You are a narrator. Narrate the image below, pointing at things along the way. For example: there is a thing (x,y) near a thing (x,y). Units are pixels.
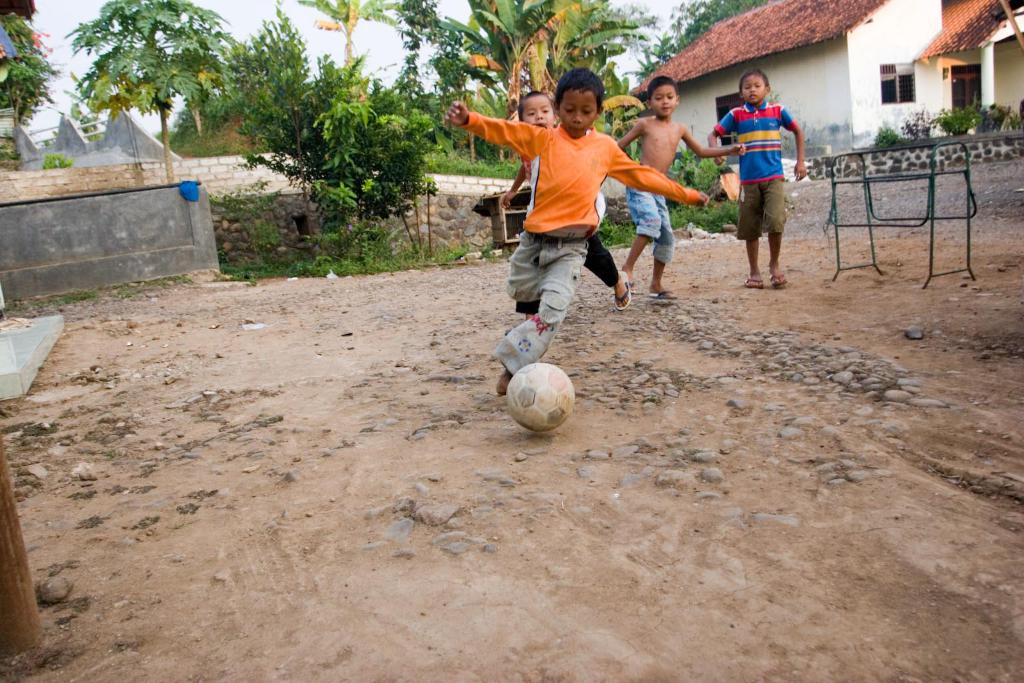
In the foreground (581,222), I can see four kids (764,136) are playing a football (538,405) on the ground (671,470). In the background (879,164), I can see a fence (458,210), grass (336,271), plants (400,224), trees (428,156), houses (1001,100), table (887,176) and the sky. This image taken, maybe during a day.
